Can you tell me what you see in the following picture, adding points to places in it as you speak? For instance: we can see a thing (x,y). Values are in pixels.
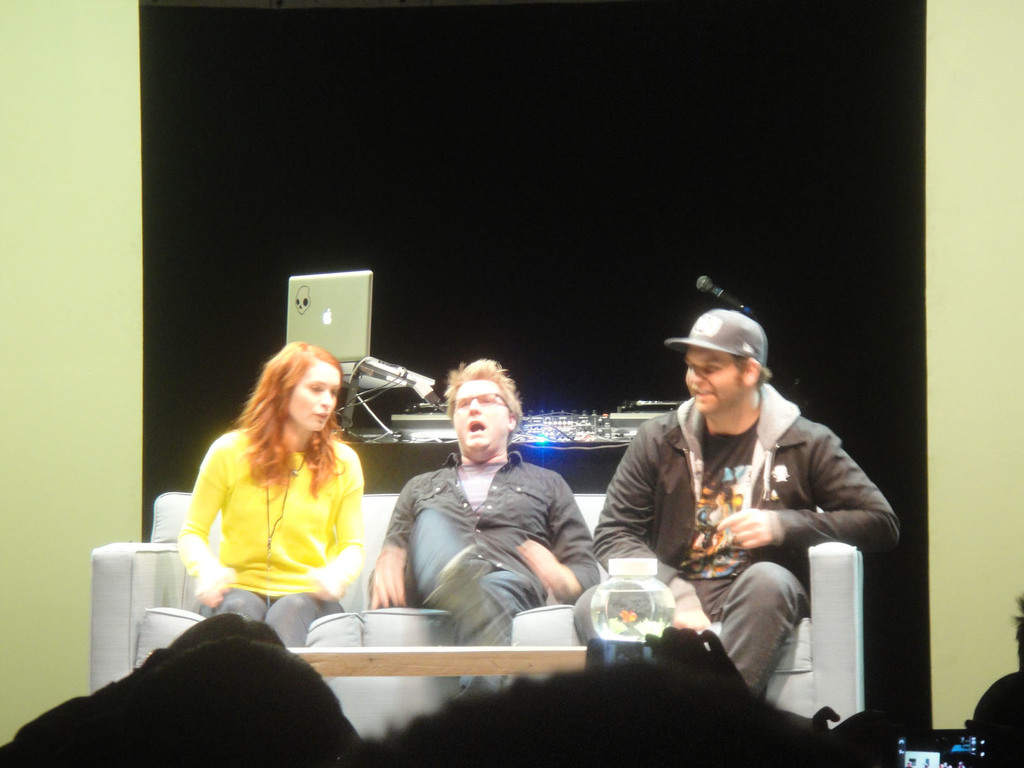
In this image there are group of people (701,596) sitting on sofa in front of them there is a table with aquarium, behind them there is a screen (760,262) with computer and other things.
